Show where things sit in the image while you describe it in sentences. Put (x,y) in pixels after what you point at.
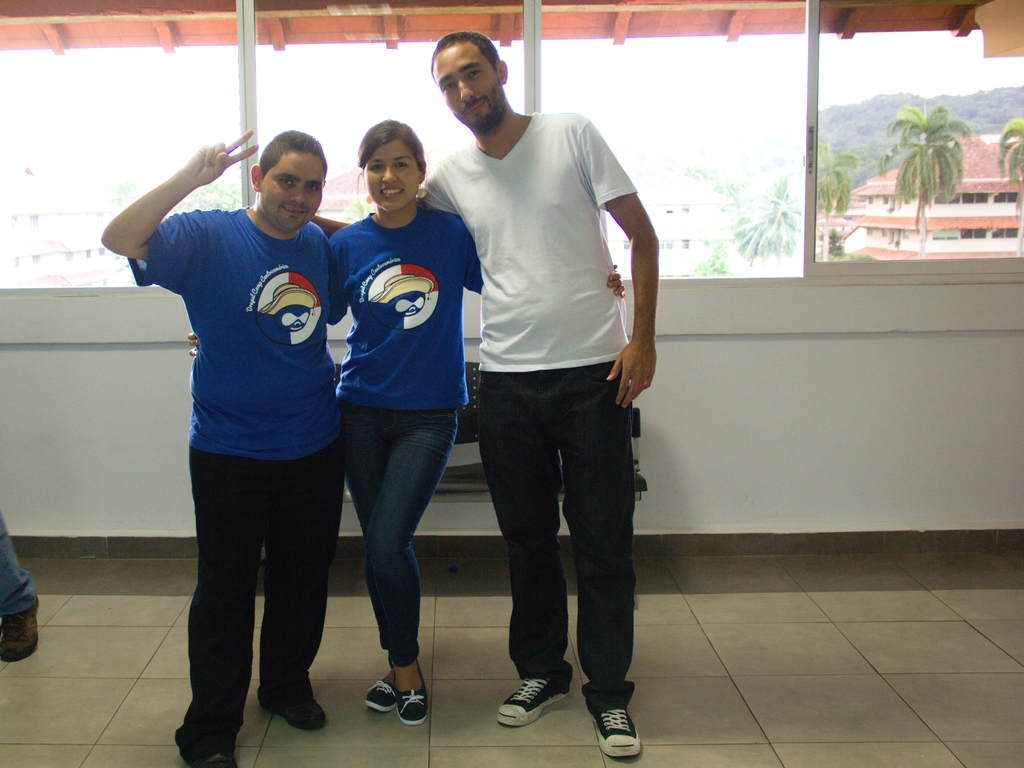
This image is clicked inside. There are three persons (575,252) in this image. The woman (384,315) is wearing blue t-shirt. To the right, the man (544,361) is wearing white t-shirt (550,356). In the background (688,446), there is wall (51,301), windows (301,70) and roof (309,34). At the bottom (52,701), there is floor (51,728).
